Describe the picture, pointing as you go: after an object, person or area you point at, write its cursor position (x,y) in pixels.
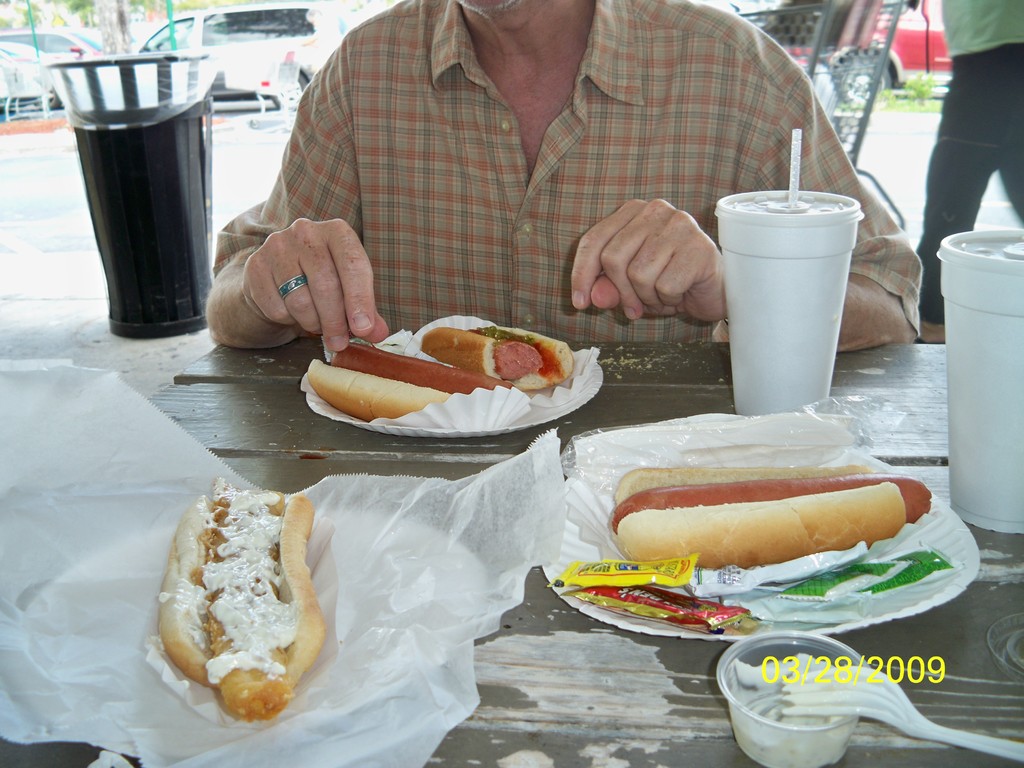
This picture shows a man (628,2) seated on the chair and we see hot dogs (401,407) in the plates (505,420) and few sauce sachets (738,593) and a fork (817,684) and sauce bowl (795,741) and couple of cups (835,304) on the table (959,755) and we see a dustbin (120,279) and human (999,74) with a cart (789,29) and we see vehicles (260,65) parked and trees (95,9).
